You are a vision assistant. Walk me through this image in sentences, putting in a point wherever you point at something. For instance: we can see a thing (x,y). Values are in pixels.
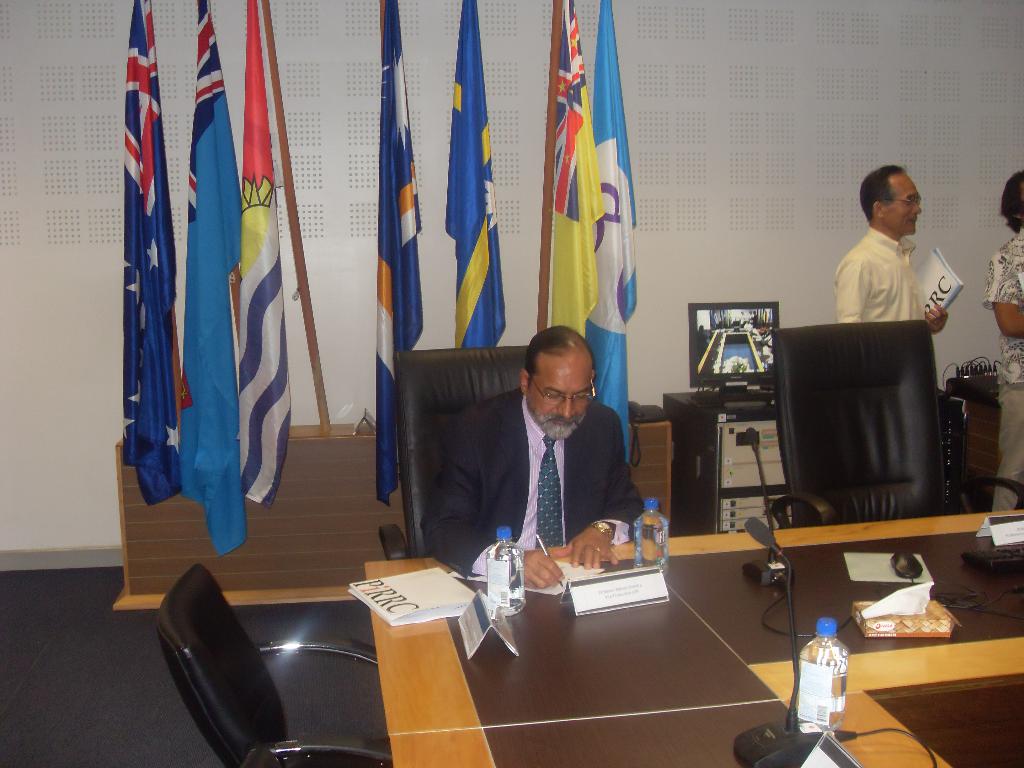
There is a man (540,438) sitting on the chair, holding pen (545,554) and writing something on the paper (565,569). Next to him we can see two water bottles (510,559) on the table (572,626). And there is a microphone (757,578) on the table (784,671). In the background (56,151) we can see a wall (183,242) and these are the flags (238,212) and we can also see a computer (730,364). And Beside computer (746,320) we can see a man (900,271) holding a book (928,267) and next to him we can see a woman (1010,313).
